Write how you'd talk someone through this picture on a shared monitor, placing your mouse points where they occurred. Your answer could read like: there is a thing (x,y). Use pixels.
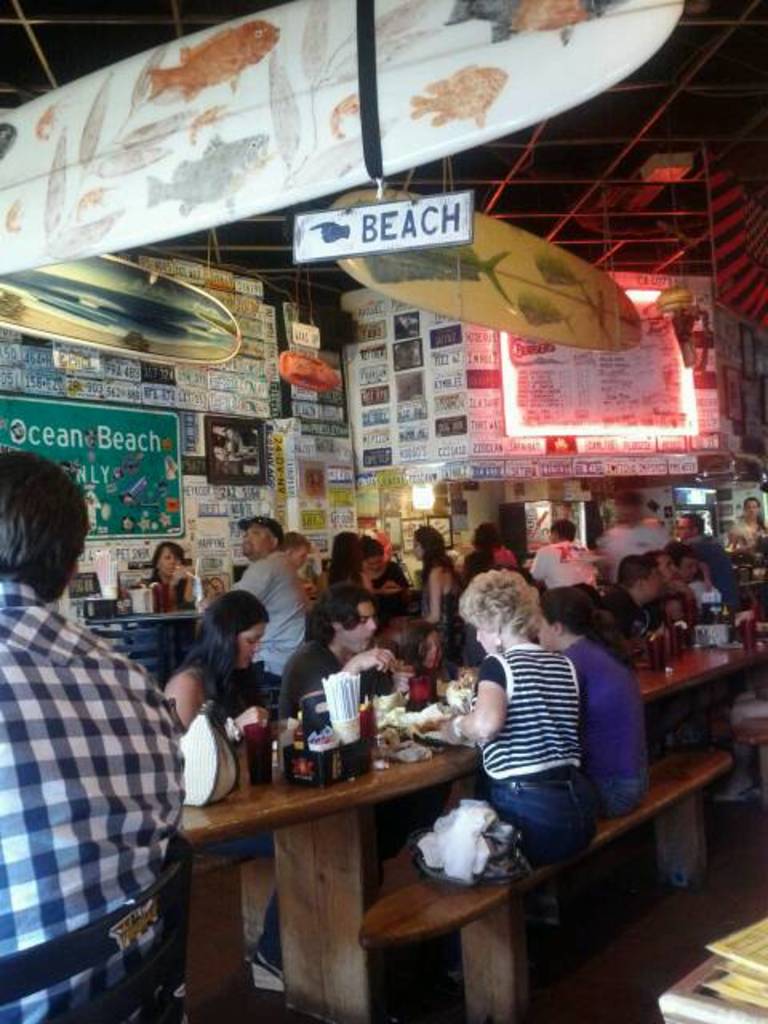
In this picture there are many people (598,648) sitting on the bench (682,773). In front of them there is a table (287,787) with many items (368,729) on it. On top (443,78) there are some posters (474,350), name board (128,466), banner (123,455) and a surfboard (297,121) on the top (308,118).
